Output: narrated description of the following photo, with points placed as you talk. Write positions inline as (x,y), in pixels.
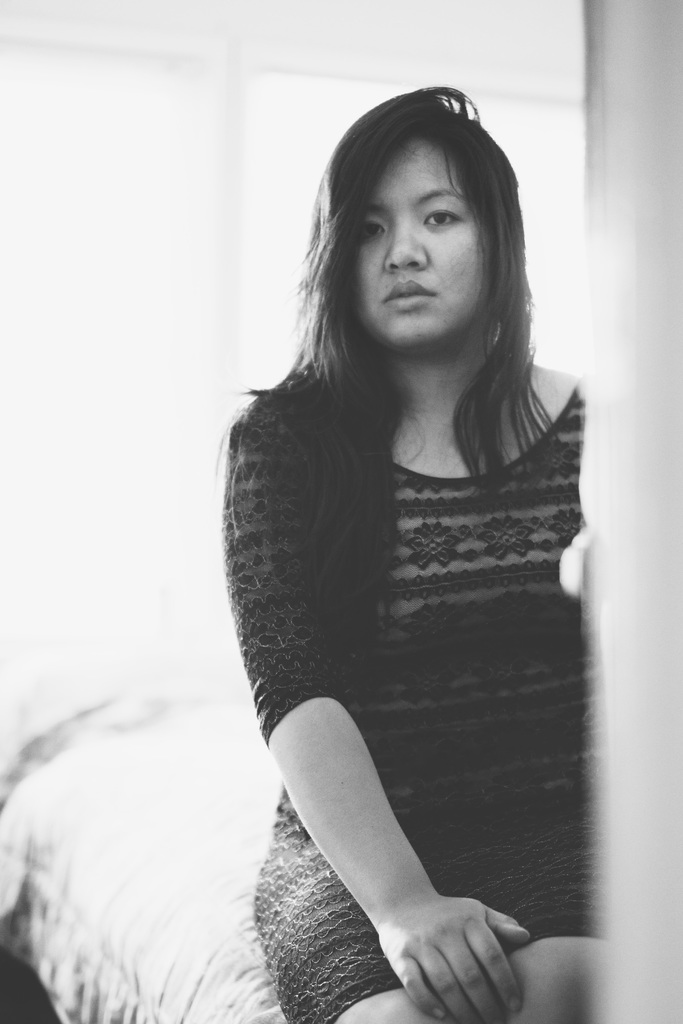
This is a black and white image. There is a woman (416,739) sitting on something. She is in the middle (350,549).
